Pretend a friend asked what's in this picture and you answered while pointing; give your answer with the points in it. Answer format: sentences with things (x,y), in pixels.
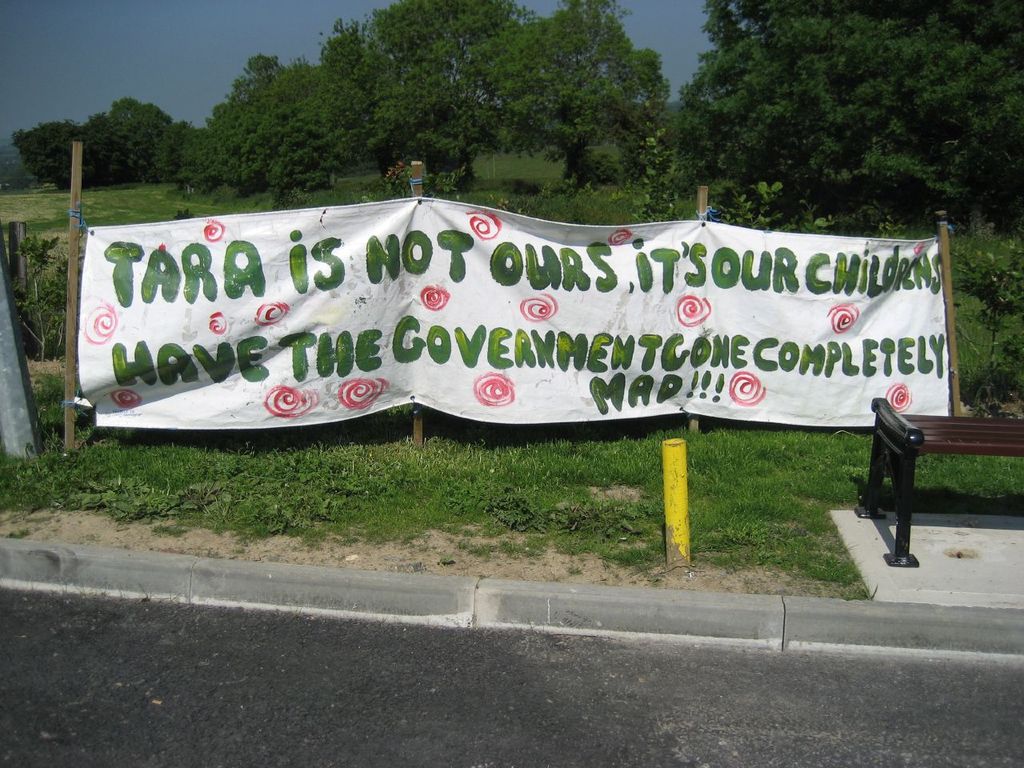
In the image we can see there is a banner (479,323) kept on the ground (762,504) and the ground (527,452) is covered with grass (500,435). Behind there are trees (289,173) and there is a bench (1015,423) on the ground (643,440).
